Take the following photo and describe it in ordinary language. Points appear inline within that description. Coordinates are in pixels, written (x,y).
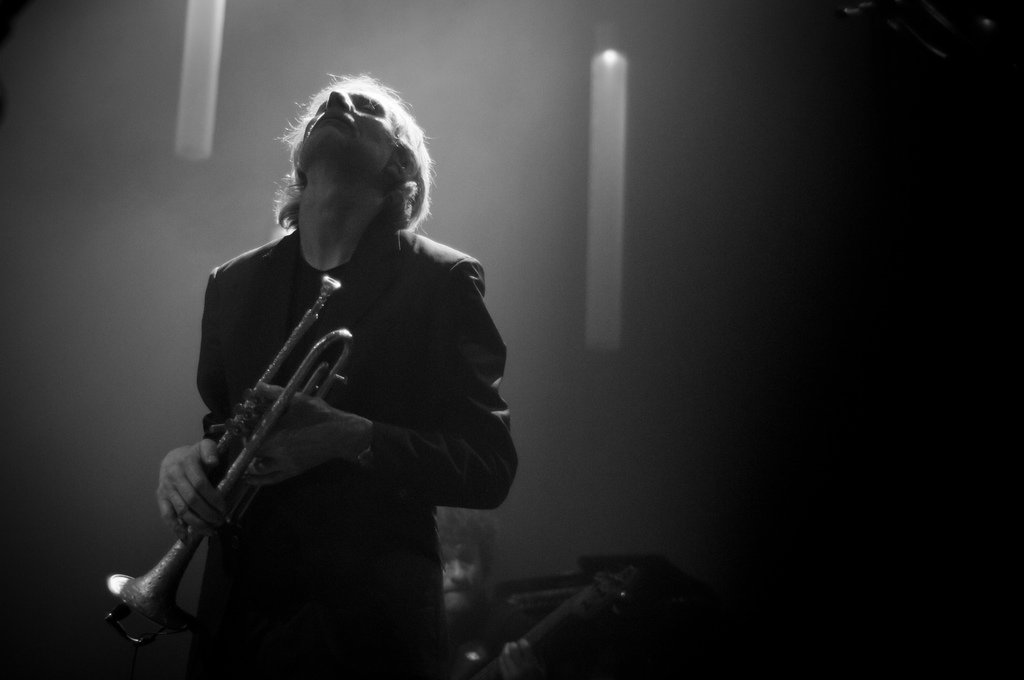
In front of the image there is a person (359,422) holding the trumpet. Behind him there is a person (449,657) holding some object (617,598). Behind him there is some object (521,600). There are a few objects (603,276) hanging from the top.
